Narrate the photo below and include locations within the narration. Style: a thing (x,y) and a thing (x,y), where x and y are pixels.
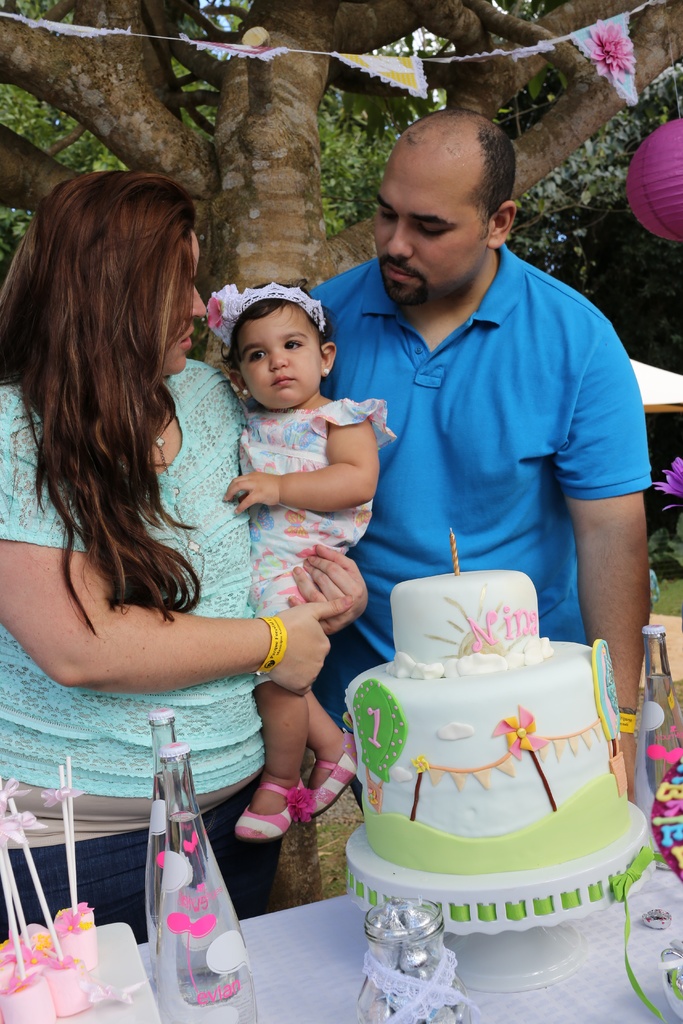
In this picture there is a man (509,445) who is standing near to the table (337,1013). On the table (316,995) I can see the cake (462,812), water bottles (187,846), chocolates (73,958) and other objects (505,940). On the left (149,353) there is a woman (149,435) who is holding a baby girl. In the background (676,232) I can see the flags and balloons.
